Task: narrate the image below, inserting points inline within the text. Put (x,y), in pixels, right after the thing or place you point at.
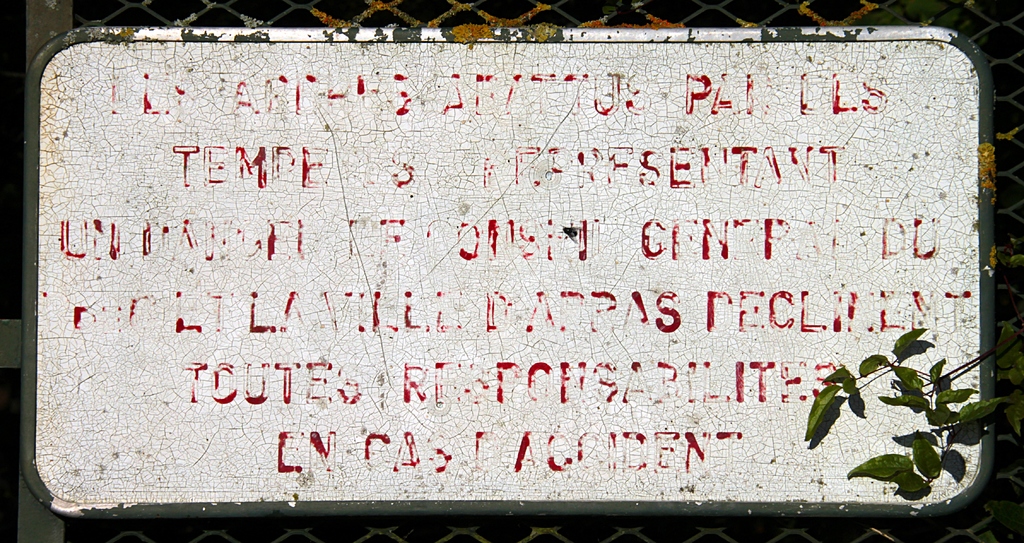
In this picture we can see a board (193,159) in the front (364,81), there is some text (600,169) on the board (383,128), at the right bottom (954,417) we can see leaves (898,367) of a plant (917,369).
